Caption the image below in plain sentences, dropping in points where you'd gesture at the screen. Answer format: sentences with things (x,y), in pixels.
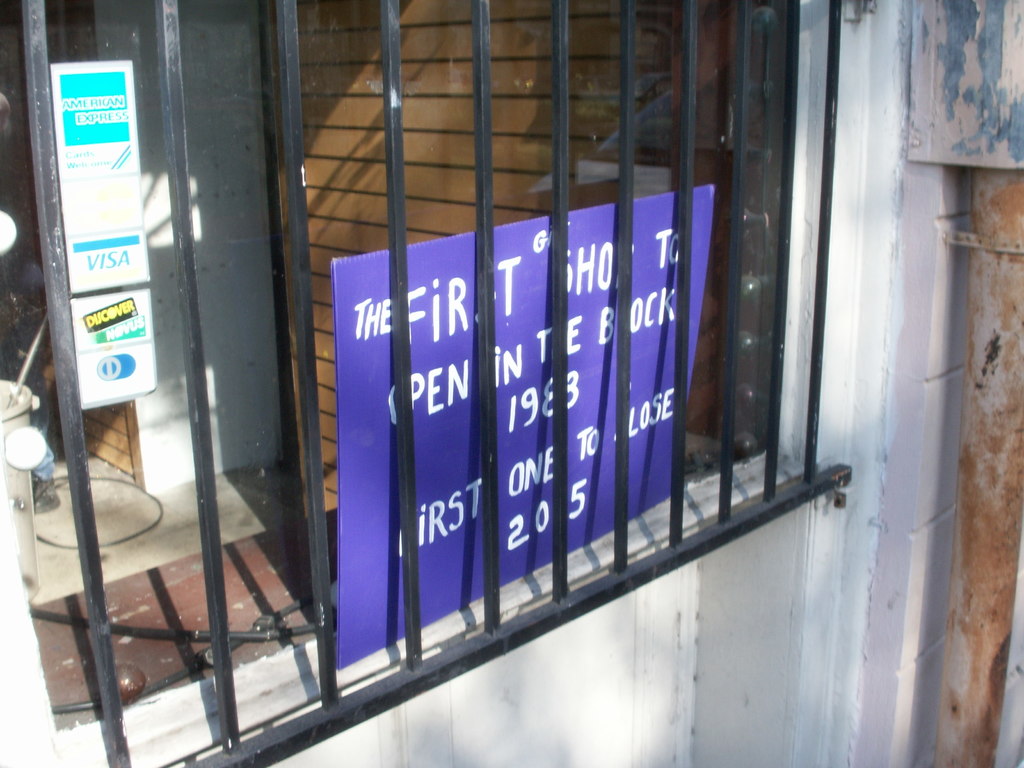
In this picture we can see a wall (520,729), window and from window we can see posters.
